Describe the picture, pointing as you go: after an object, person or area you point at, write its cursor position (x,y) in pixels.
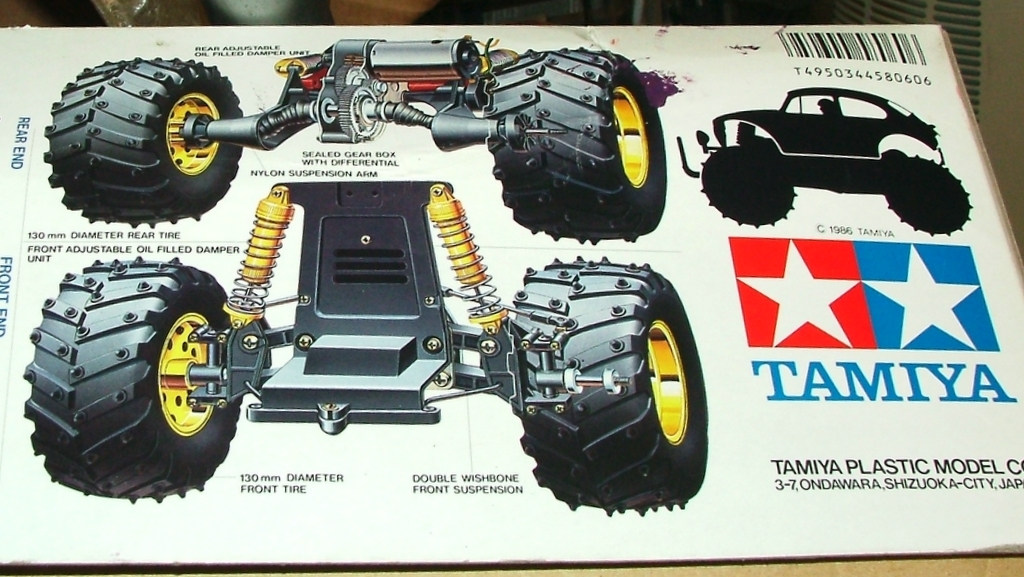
In the picture we can see a box (761,526) on it, we can see a poster (766,538) with some vehicle parts (332,139) and wheels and a label (817,401) TAMIYA written on it with two star symbols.
